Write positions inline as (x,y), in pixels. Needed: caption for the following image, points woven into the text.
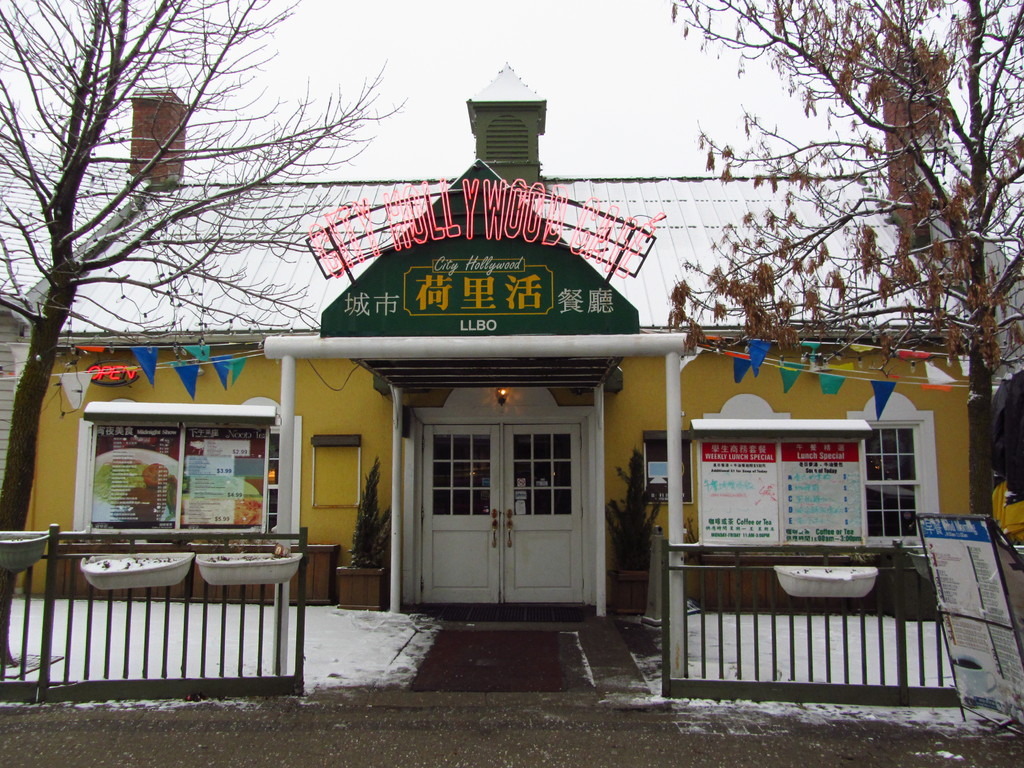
Here we can see a house (518,412), door (455,539), boards (859,528), posters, flags (202,355), windows (872,472), plants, and fence (51,595). There are trees (804,147). In the background (803,133) there is sky (731,120).
